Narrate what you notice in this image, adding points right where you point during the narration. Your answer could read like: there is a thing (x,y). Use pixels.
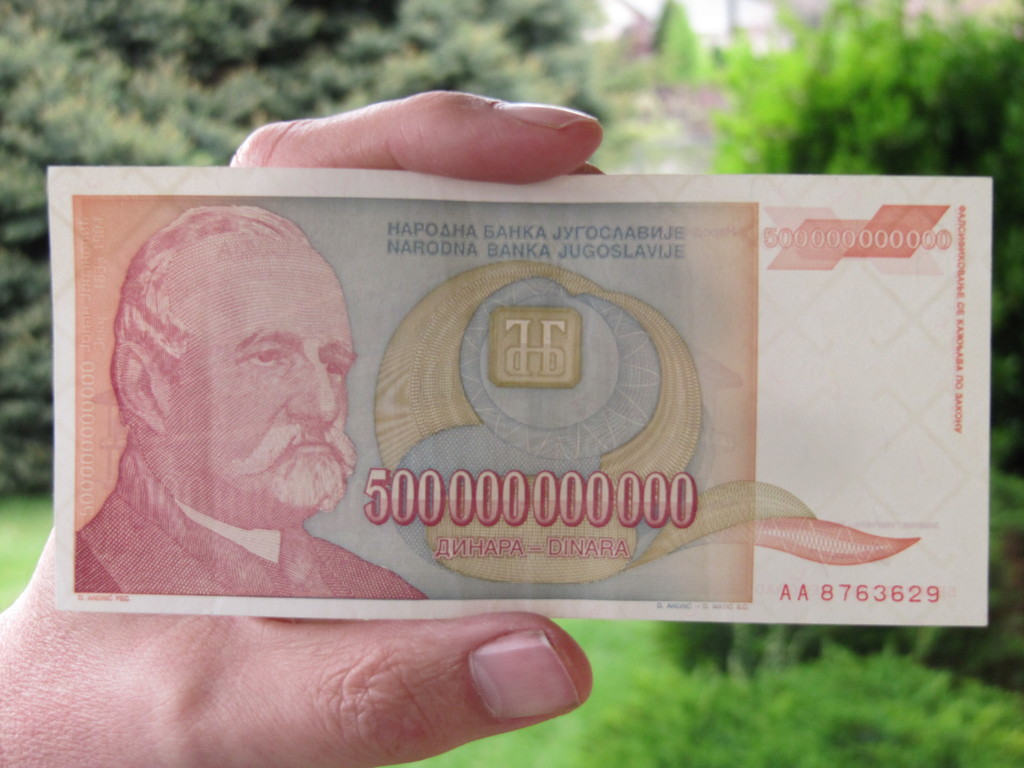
In the image there is a hand (90,651). In the hand (532,166) there is a paper (359,222). Behind the hand (234,736) there are some trees (134,126).
